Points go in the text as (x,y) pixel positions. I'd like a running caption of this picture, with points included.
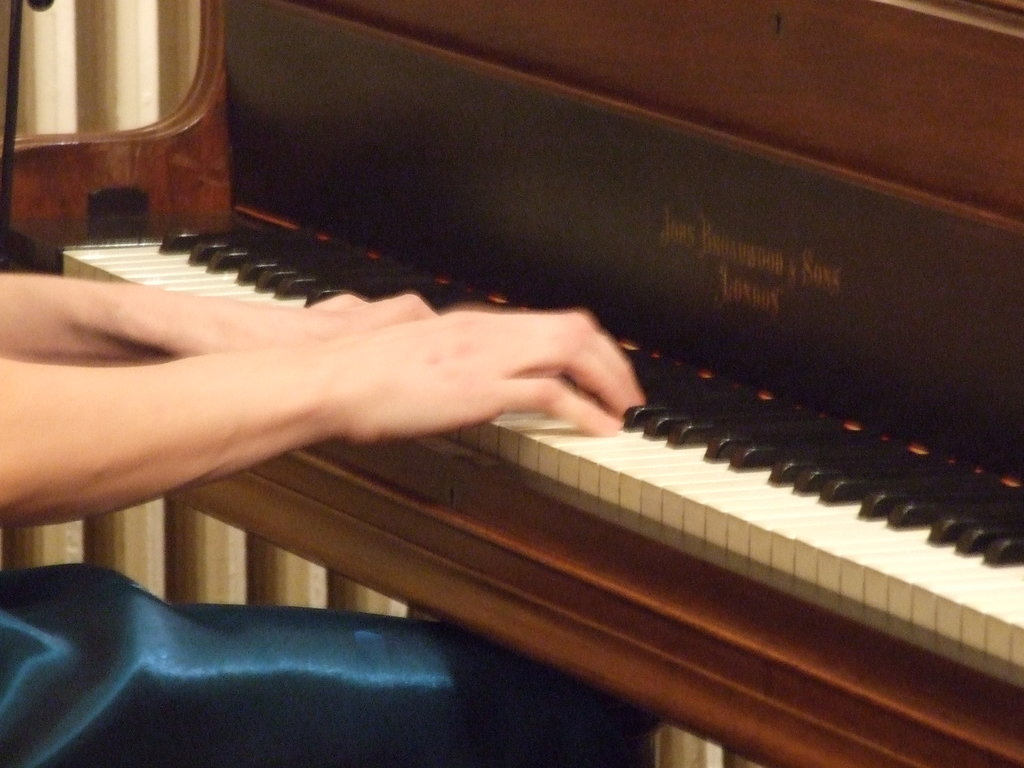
in the picture there is piano (429,435) in front of the piano (583,303) there is person (200,326).
